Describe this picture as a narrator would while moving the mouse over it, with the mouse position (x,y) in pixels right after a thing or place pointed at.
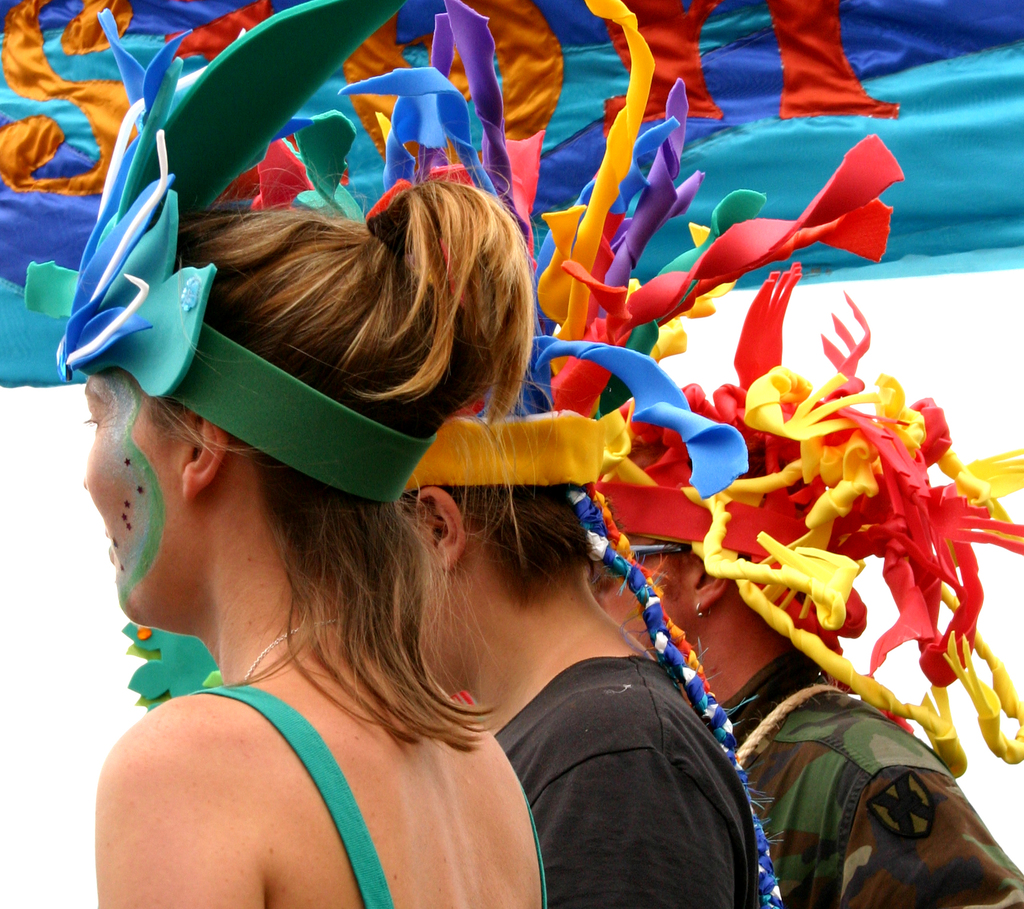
In this image there are three persons (383,651) who are standing and they are wearing some costumes (897,786), in the background (1020,144) there is one cloth (665,92).
